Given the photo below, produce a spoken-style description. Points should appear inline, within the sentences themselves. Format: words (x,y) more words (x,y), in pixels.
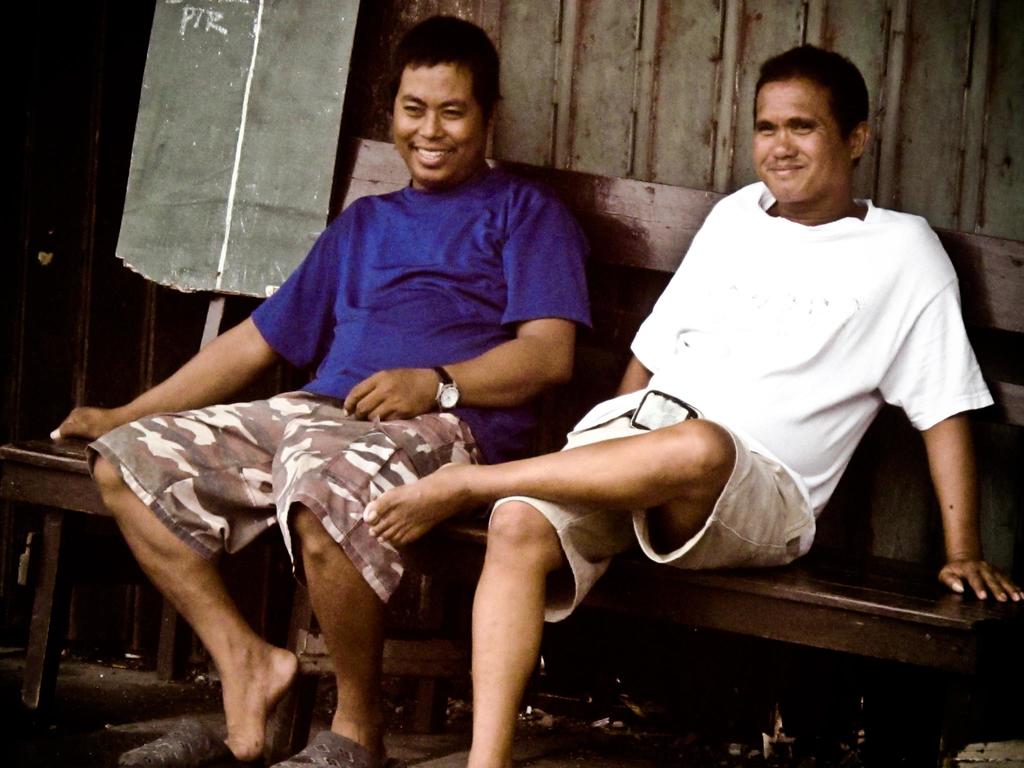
In this image there are two persons (474,219) sitting on the bench (403,182) and smiling, and in the background (98,403) there is wall (513,8).
